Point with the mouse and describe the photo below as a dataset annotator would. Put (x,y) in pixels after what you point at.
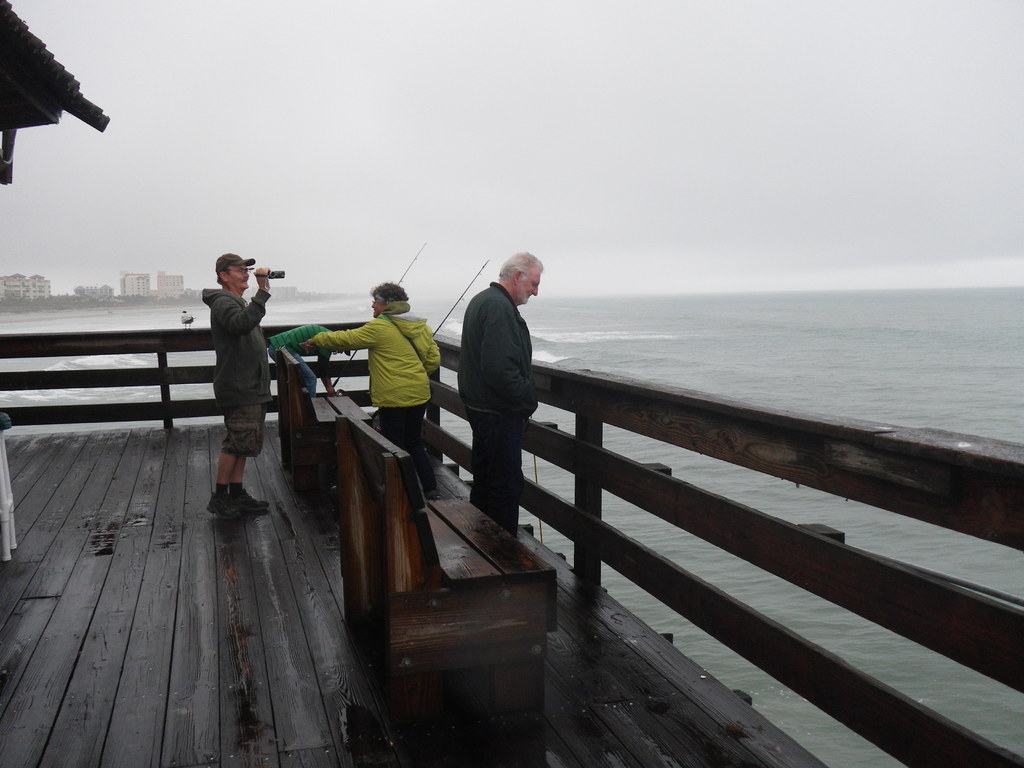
This is an outside view. Here I can see four persons (248,349) standing on a wooden plank (200,624) There are two benches (453,570) and also I can see the railing (657,508). One man (244,425) is holding a camera (276,274) in the hand (263,277). On the right side (795,327) there is an ocean (801,313). In the background (168,283) there are few buildings (134,283). At the top of the image (424,113) I can see the sky (368,141). In that top left (16,61) there is a roof (37,39).
